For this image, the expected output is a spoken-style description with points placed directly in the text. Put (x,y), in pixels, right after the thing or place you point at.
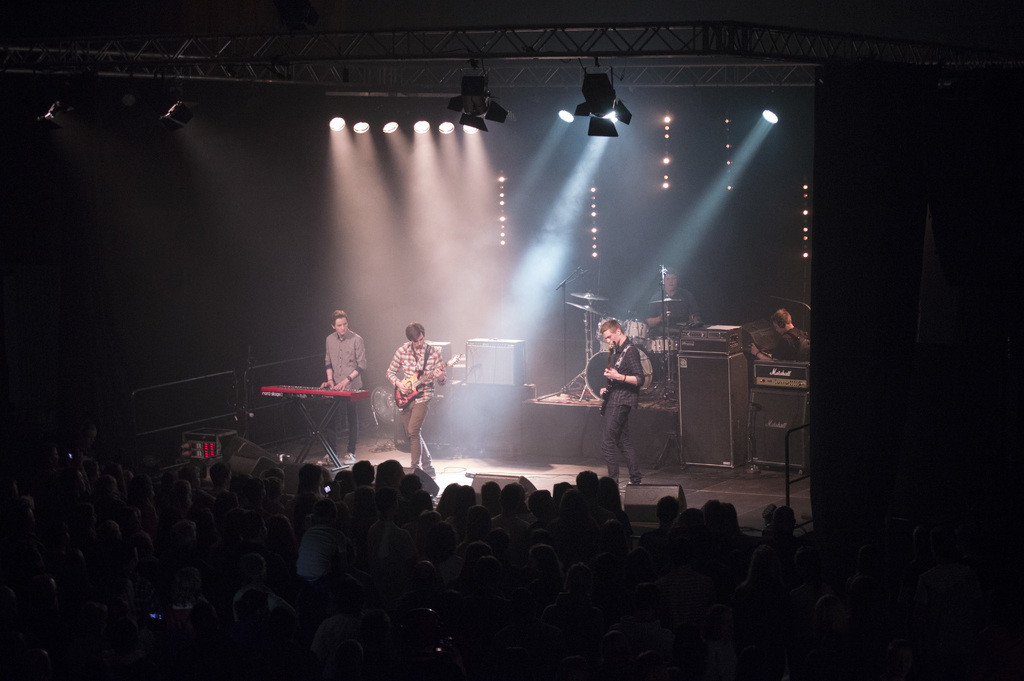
In this image there are a few people (431,395) on the stage (437,422) playing guitars (413,399), keyboards (332,398) and some other musical instruments (586,370), behind them there are speakers (693,332) and some other people (671,331) playing some musical instruments (643,328), behind them on the wall (549,189) there are lights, at the top of the image (337,129) there are metal rods (627,58) and focus lights (420,132), in front of them there is a group of audience (313,532).
